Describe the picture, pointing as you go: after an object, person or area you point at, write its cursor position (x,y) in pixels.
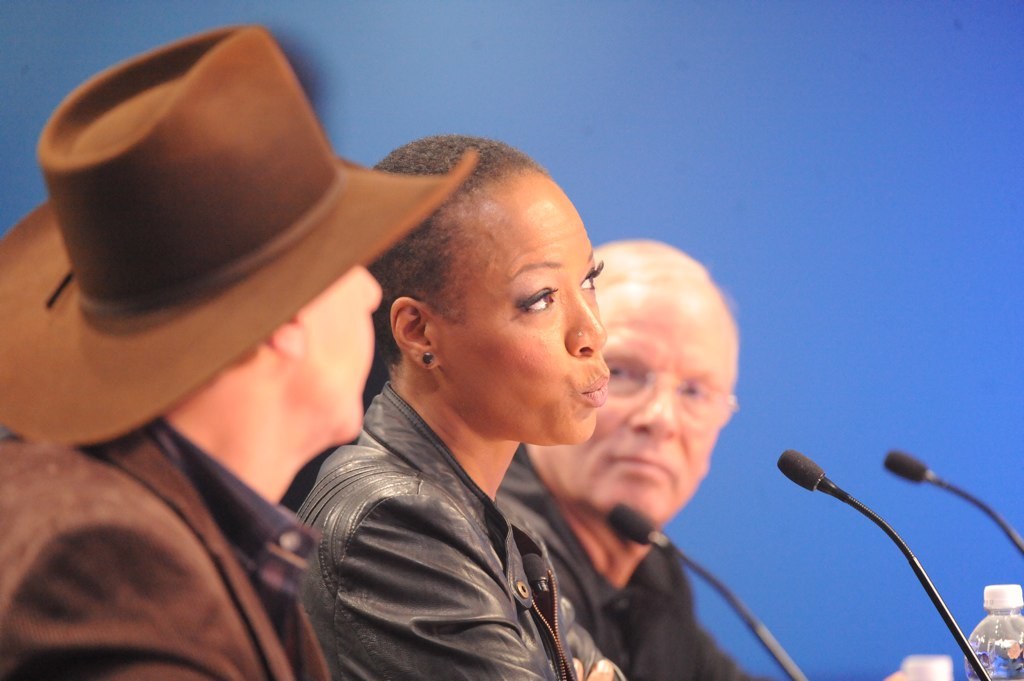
There are people (330,259) sitting in the foreground (486,312) and there are mics (628,529) and bottles (1011,629) in front of them and the background (424,20) is blue.
